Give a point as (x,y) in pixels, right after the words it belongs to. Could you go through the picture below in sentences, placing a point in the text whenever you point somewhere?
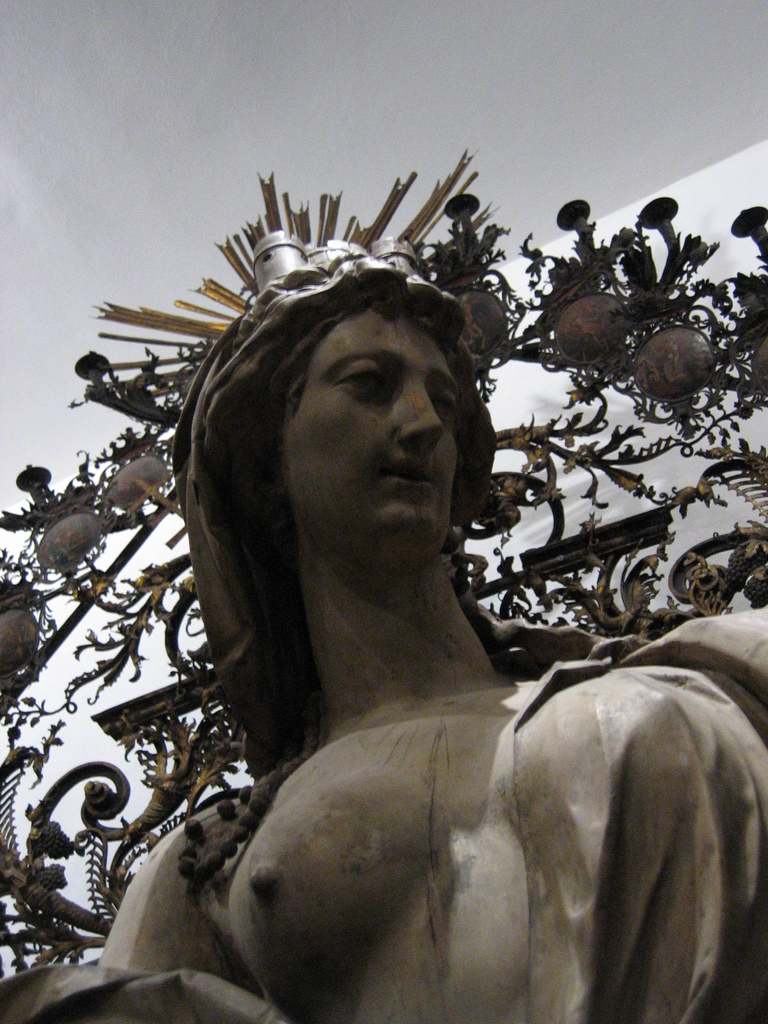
In this image we can see a statue (463,787). At the top of the image (352,139) there is a ceiling (319,24).
